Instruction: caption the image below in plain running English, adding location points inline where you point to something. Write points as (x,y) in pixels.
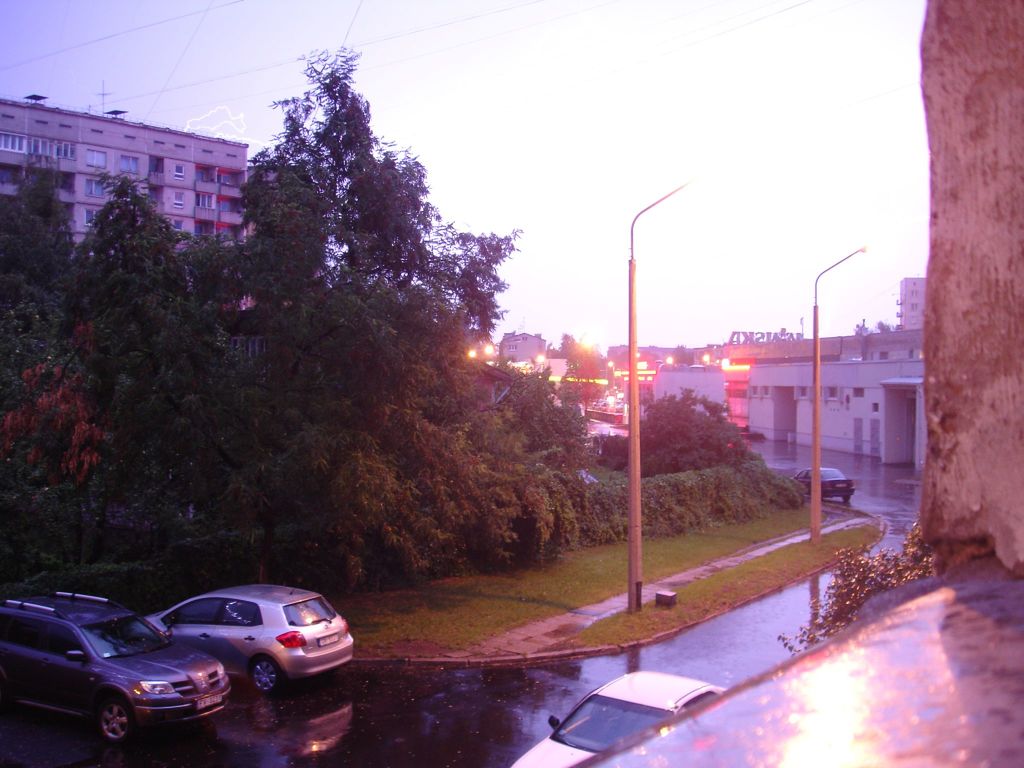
In this image I can see two cars (190,673) on the road (793,456) and another car (677,706) which is white in color on the road (690,664). I can see two poles (633,261) and few trees (345,425). In the background (72,134) I can see few buildings (225,174), few vehicles (840,479) on the road (842,466), few lights (741,360) and the sky (711,133).
